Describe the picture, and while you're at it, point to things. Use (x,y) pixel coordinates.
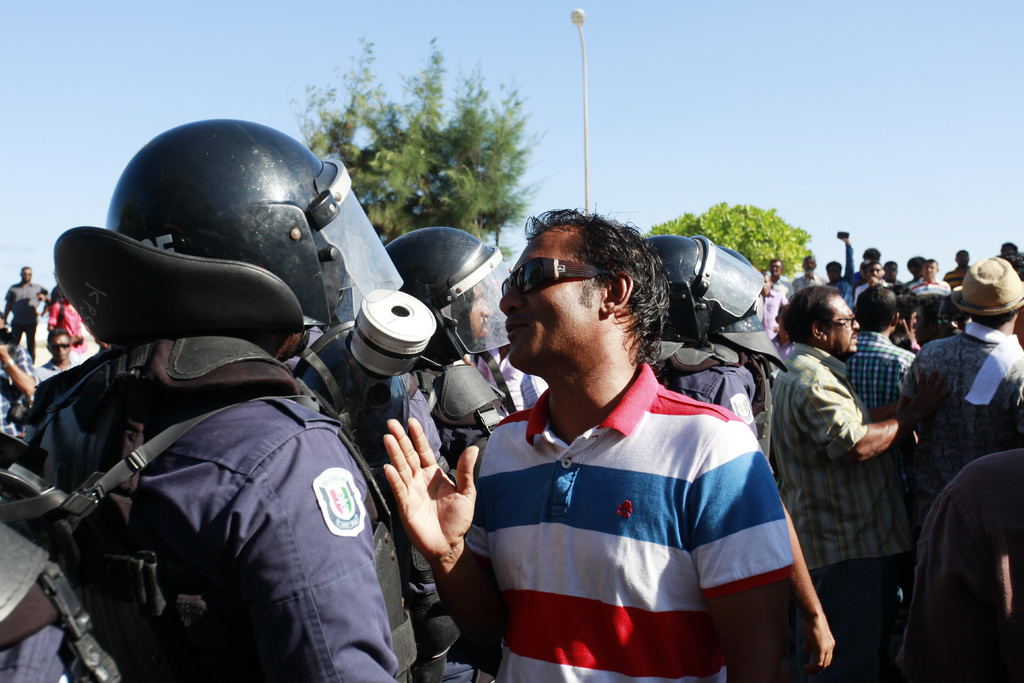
On the left side (264,537) a person (261,541) is there, this person (262,555) wore coat (265,535), helmet (253,208). On the right side (718,482) a man (572,461) is talking, he wore t-shirt (646,484) behind him there are other persons (791,379) and these are the green trees (472,181). At the top (235,74) it's a sky (235,74).
